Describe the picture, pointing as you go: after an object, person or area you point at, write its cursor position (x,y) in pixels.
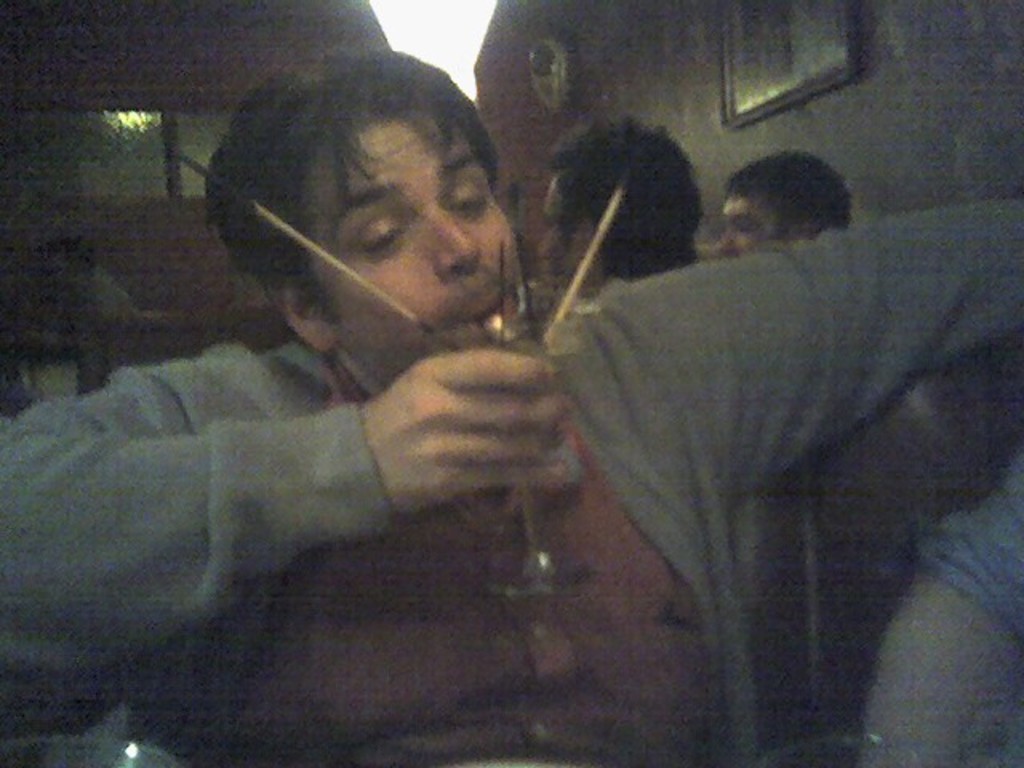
In this image, we can see a man (544,516) sitting and holding a glass (544,516), in the background (684,265) there are some people (721,233) sitting.
